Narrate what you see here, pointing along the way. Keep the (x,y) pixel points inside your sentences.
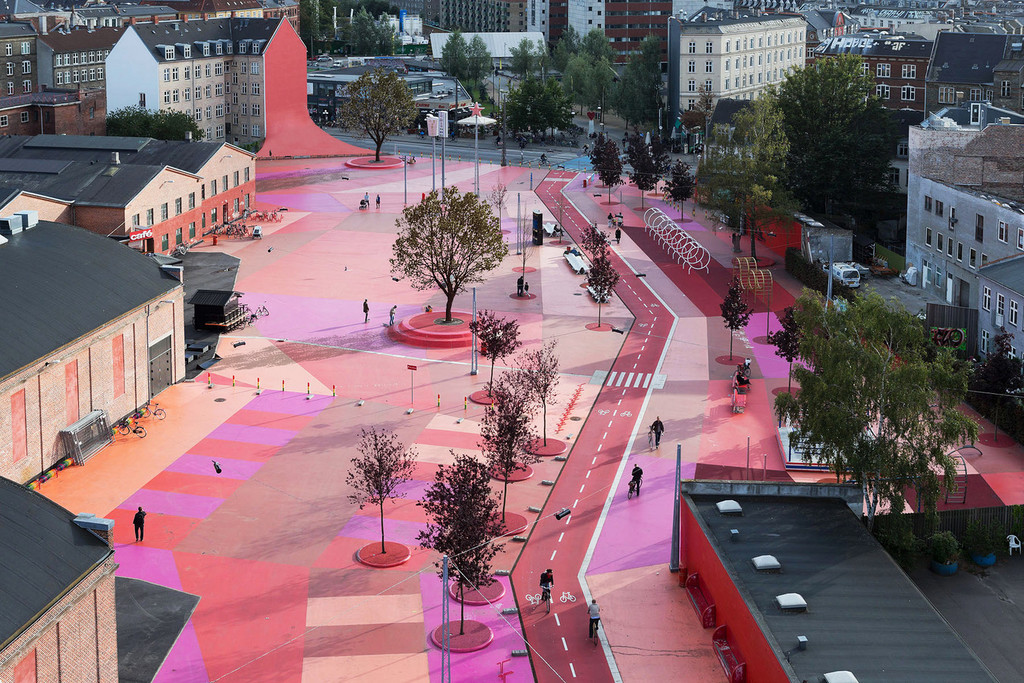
In the image there is a colorful path (434,360) in the middle (631,233) with trees (644,172) and people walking on it, on either side there are buildings (895,94) all over the place.
